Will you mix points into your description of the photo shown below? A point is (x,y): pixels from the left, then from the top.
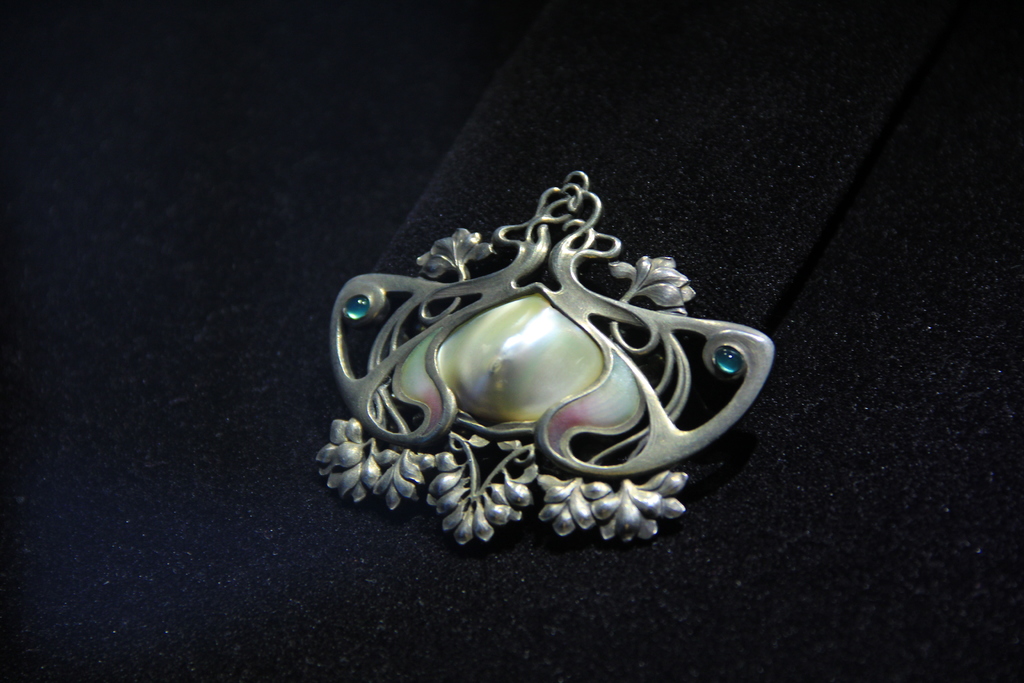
In this picture we can see a pendant (563,335) on a black color surface (242,546).
